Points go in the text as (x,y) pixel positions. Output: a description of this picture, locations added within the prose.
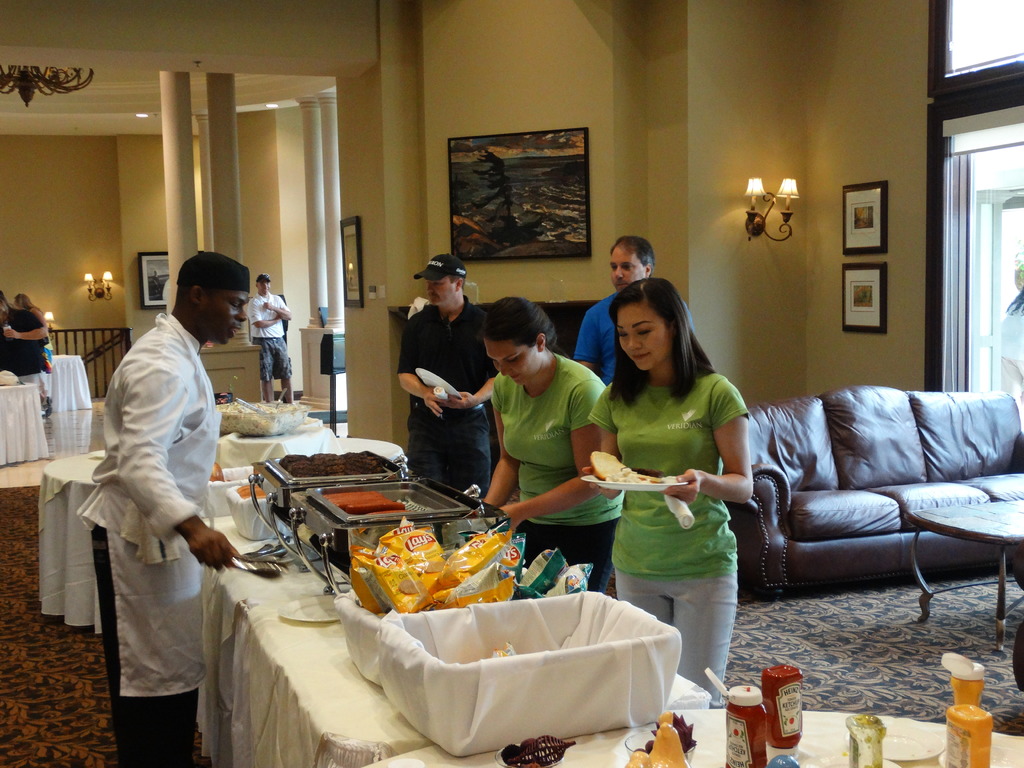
This picture describes about group of people (22,339). In the middle of the image (361,457) we can see some food items (356,470) on the table (365,698), and also we can see sofa (852,452), light (752,207), wall painting (558,202), photo frames (863,230) on the wall (852,257).
